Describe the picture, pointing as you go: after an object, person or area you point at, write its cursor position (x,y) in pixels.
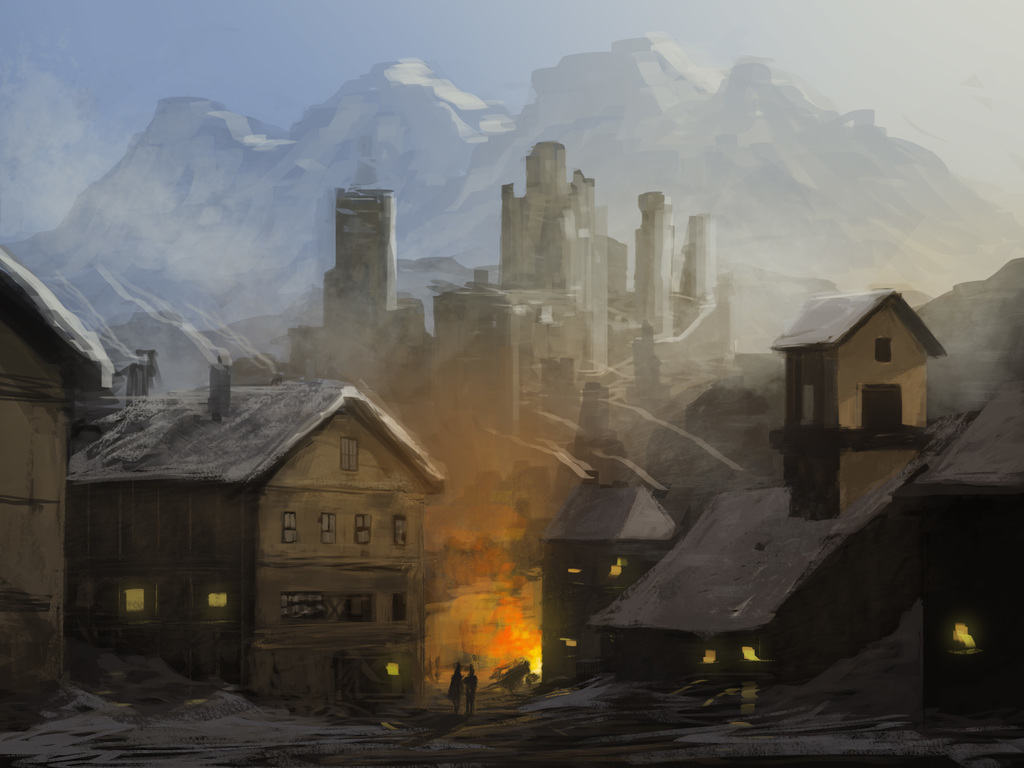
This picture is painting. Here we can see buildings (650,397) and monuments (415,306). In the back (890,211) we mountains (476,174). On the top (491,57) there is a sky (488,33). On the bottom (463,678) there are two persons (455,690) standing near to the fire (514,645). Here we can see snow (243,134).
